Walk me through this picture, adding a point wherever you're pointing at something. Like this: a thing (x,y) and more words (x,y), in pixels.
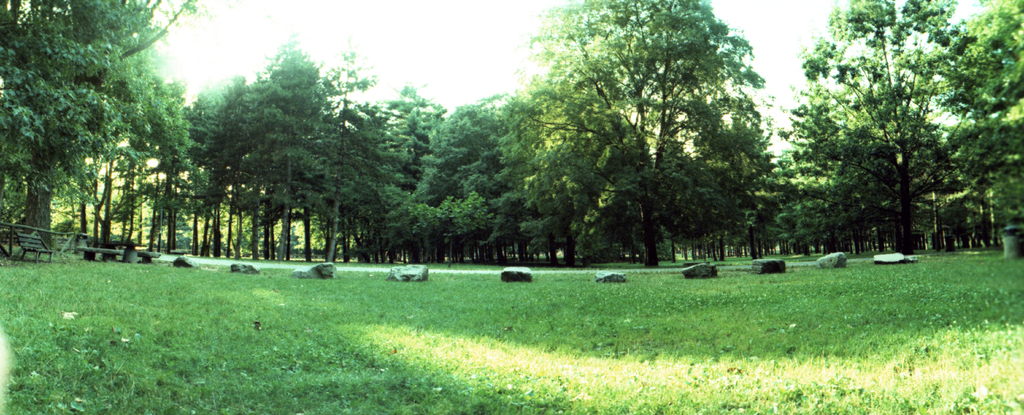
In this picture we can observe some trees (395,177). There is a bench (33,241) on the left side (35,248). We can observe some grass (406,319) and stones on the ground (569,282). In the background (421,39) there is a sky (464,58).
